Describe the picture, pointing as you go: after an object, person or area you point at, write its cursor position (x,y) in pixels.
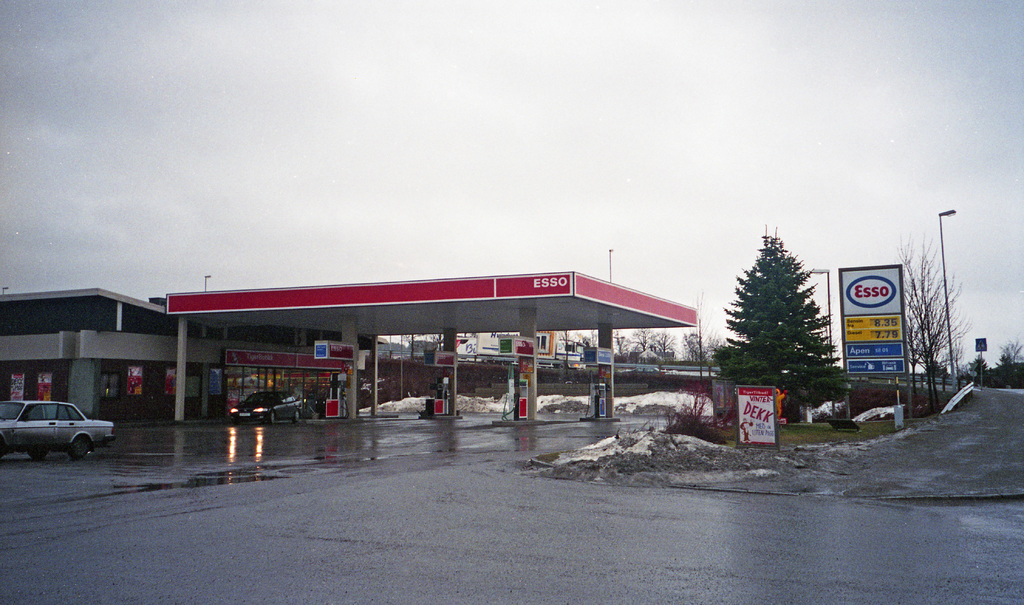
On the left side of the image (225,349) there is a building (161,354), in front of the building (239,395) there is a car (259,406) parked and another car (93,439) is passing on the road (7,534). On the right side of the image (986,430) there is a road (972,445), beside the road (930,561) there is a pole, sign board (863,340), and trees (792,317). In the background (444,167) there is a sky (253,196).
